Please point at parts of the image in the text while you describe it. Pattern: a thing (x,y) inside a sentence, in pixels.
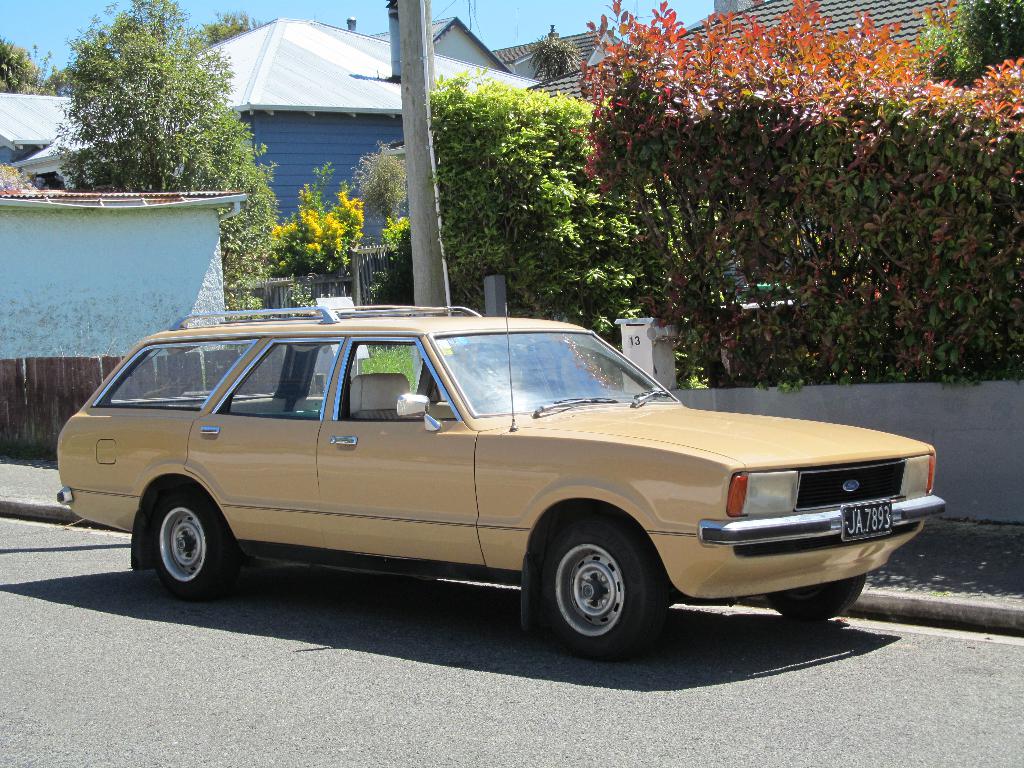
In this image there is a car (452,492) on the road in front of that there are plants (908,115) and buildings (125,262).
